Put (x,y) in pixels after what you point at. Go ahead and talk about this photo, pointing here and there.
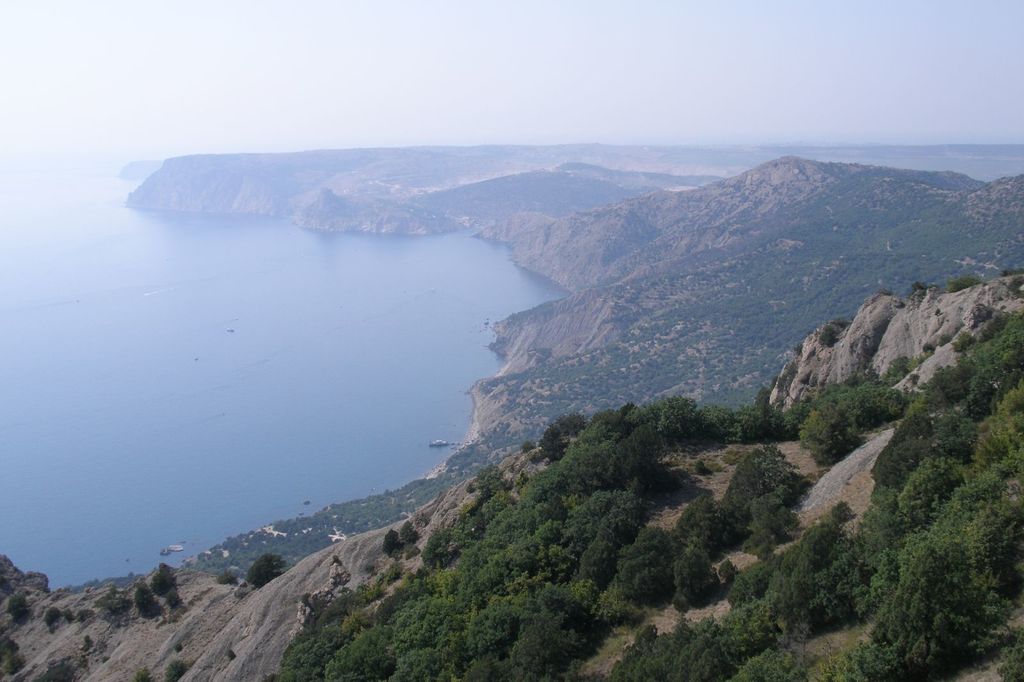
In this picture I can observe a sea (178,369) on the left side (82,331). There are some hills (493,225) and trees (505,587) in this picture. In the background (671,134) there is sky (482,81).
